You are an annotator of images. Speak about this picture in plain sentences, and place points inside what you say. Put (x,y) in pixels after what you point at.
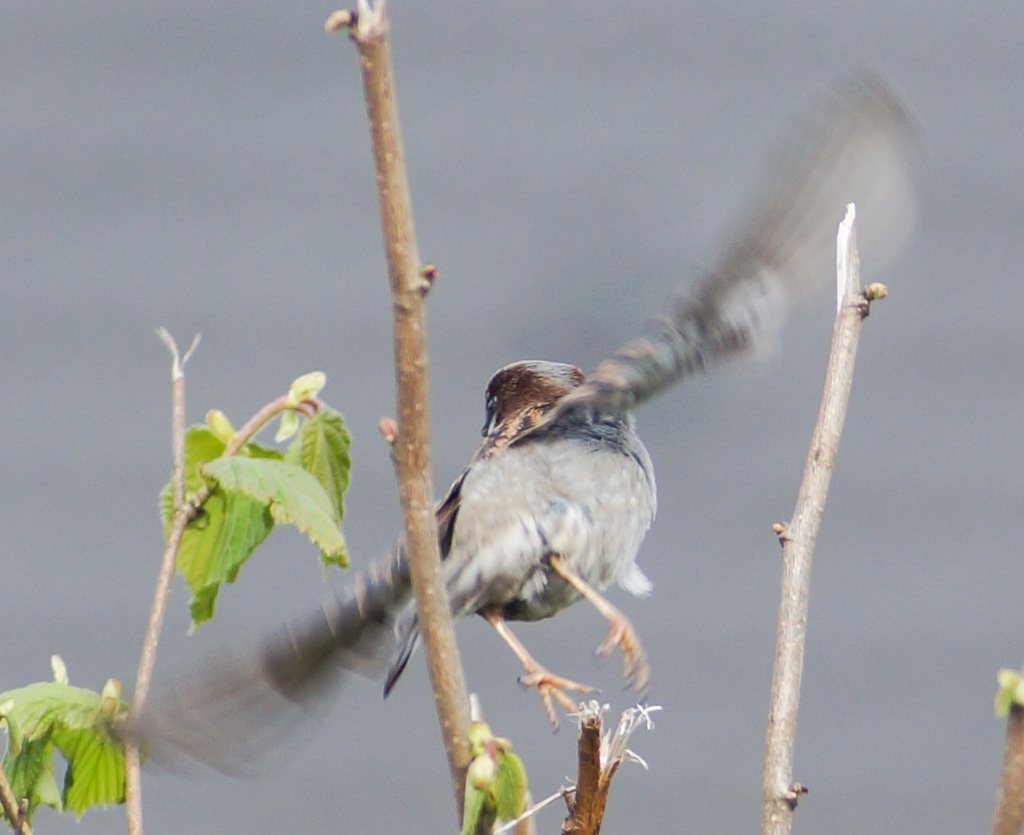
In this image I can see the bird (565,434) in black, grey and brown color. I can see the plant (256,524) and few green color leaves (268,478). Background (552,139) is in white and grey color.
